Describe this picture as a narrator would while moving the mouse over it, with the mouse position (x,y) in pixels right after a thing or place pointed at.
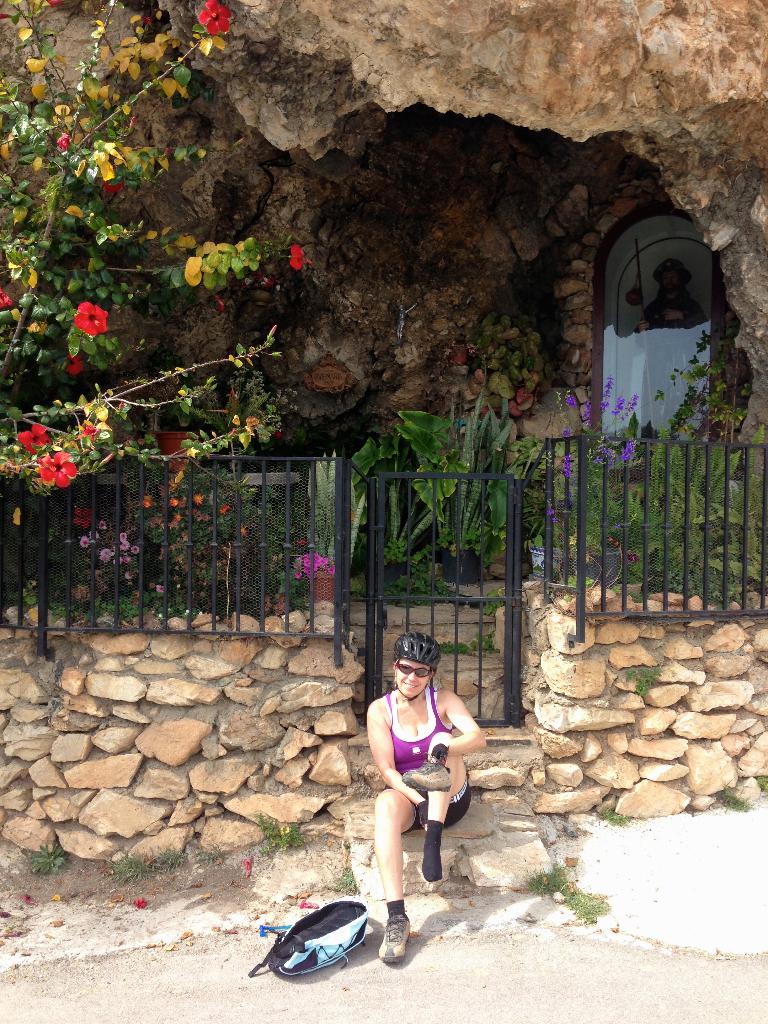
In this image we can see a person (455,799). There are many flowers (112,189) to the plants (142,379). There is a fence (610,479) in the image. There is a gate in the image. There is an idol (671,316) in the image. There is a rock wall (750,185) in the image.
